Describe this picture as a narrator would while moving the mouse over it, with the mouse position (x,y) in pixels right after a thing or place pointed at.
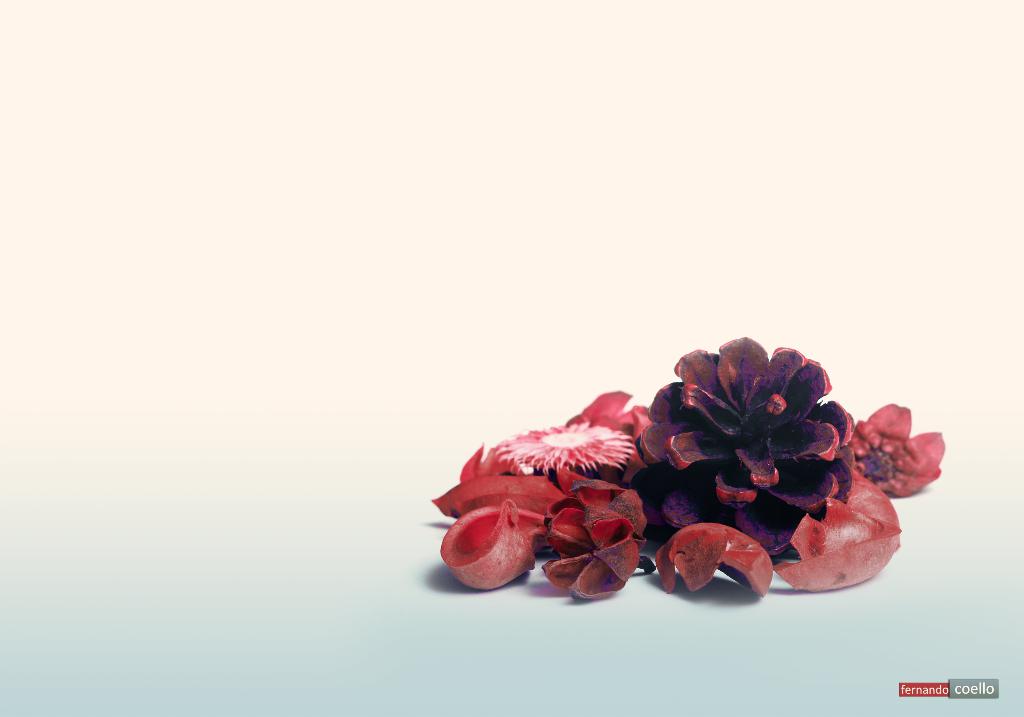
In the image there are flowers (606,492) and petals (844,528) on the floor (557,635).
